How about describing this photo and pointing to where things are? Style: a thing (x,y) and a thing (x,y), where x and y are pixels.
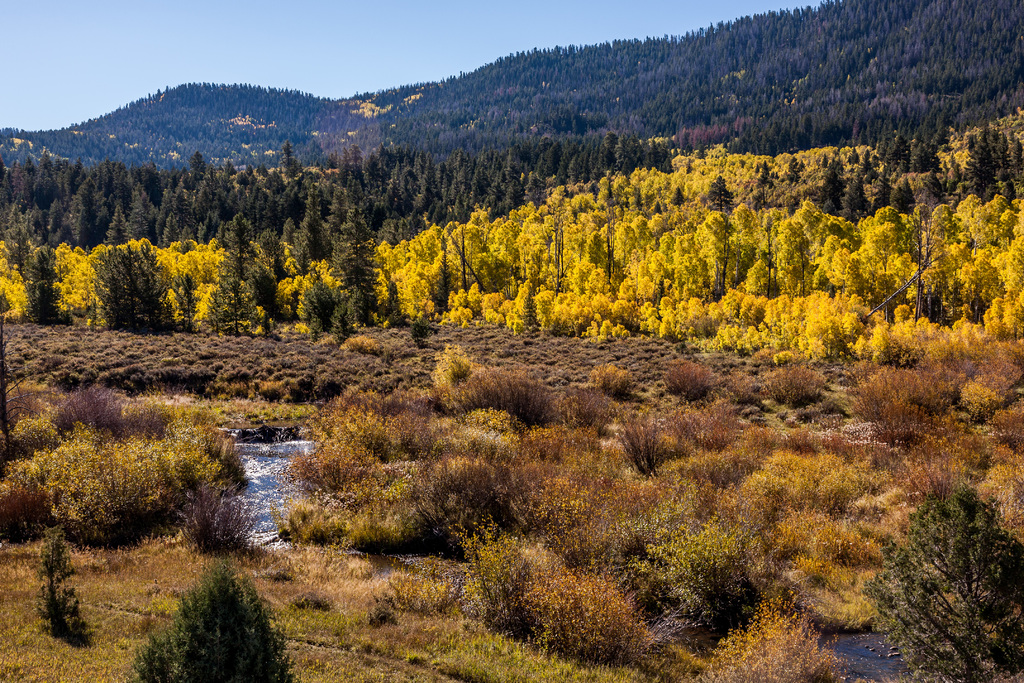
As we can see in the image there are trees (469,315), grass (312,571), water (273,524), hills (280,158) and sky (219,40).
